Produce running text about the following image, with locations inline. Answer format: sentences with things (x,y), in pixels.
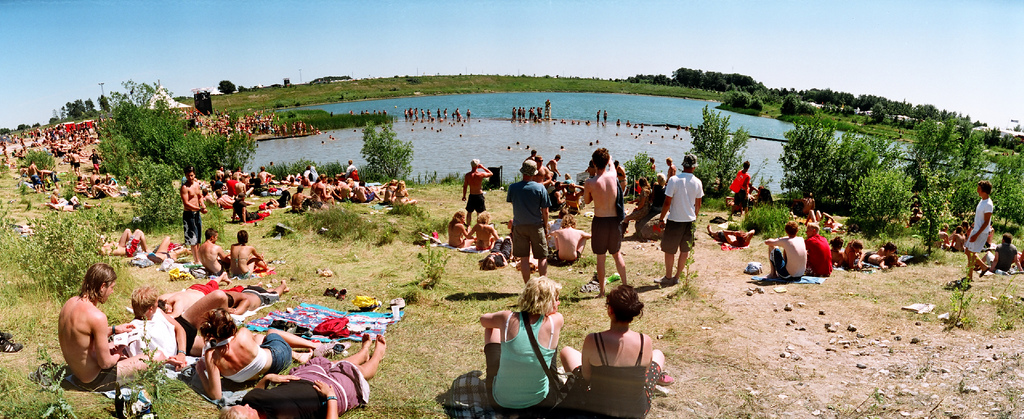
In the image people (342,190) on the ground (740,307). And on the ground (746,409) there is grass (396,403) and also there are small stones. Some people (144,312) are sitting, some people (497,242) are lying and some people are standing. And there are many trees (718,127) in the image. There are few people (426,118) in the water (447,122). At the top of the image (801,46) there is sky (576,61).
